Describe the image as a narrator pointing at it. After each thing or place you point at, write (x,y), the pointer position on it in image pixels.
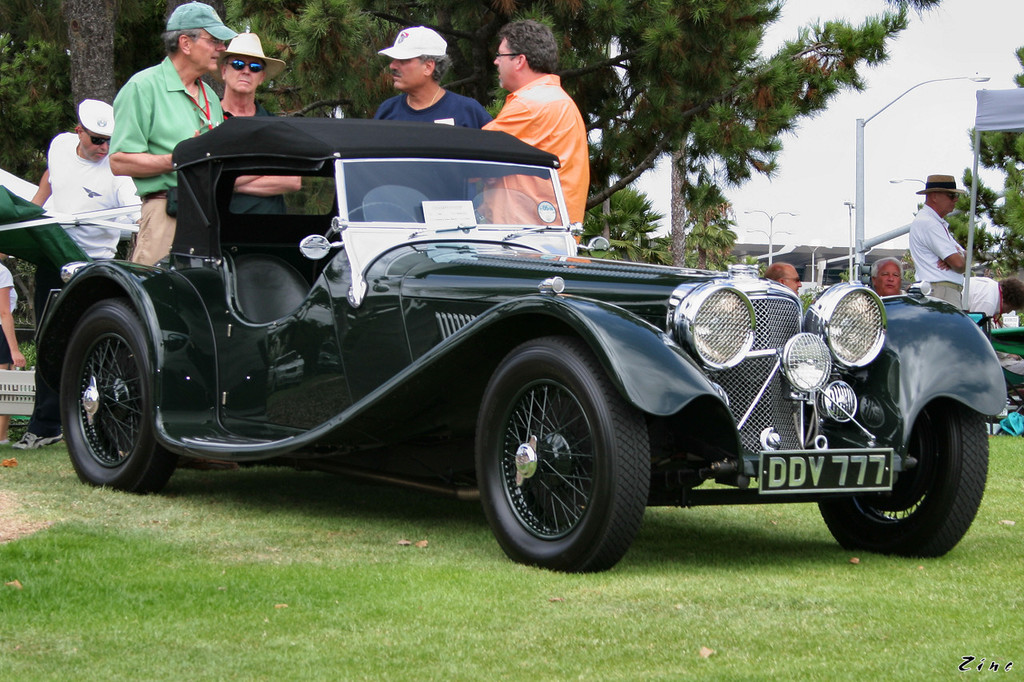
In this image there is a car (653,348) on a ground (816,646), in the background (428,120) there are people (390,105) standing, few (878,288) are sitting and there are trees (723,100), poles (858,223).
